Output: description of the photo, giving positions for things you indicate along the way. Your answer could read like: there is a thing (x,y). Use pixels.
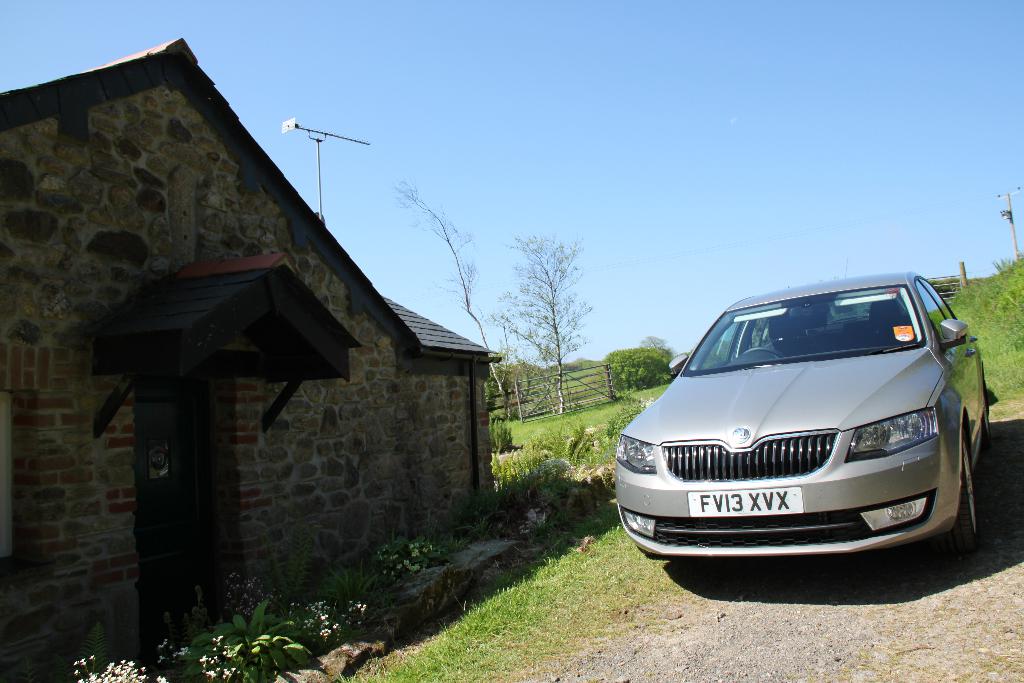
On the right (859,397) there are car (655,469), plants (988,303), current pole (1009,206), grass (995,367) and soil (890,638). On the left (256,631) there are plants (314,581), flowers (226,652), trees (522,358), fencing (541,373), house (333,366) and a pole (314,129). Sky (506,151) is sunny.
